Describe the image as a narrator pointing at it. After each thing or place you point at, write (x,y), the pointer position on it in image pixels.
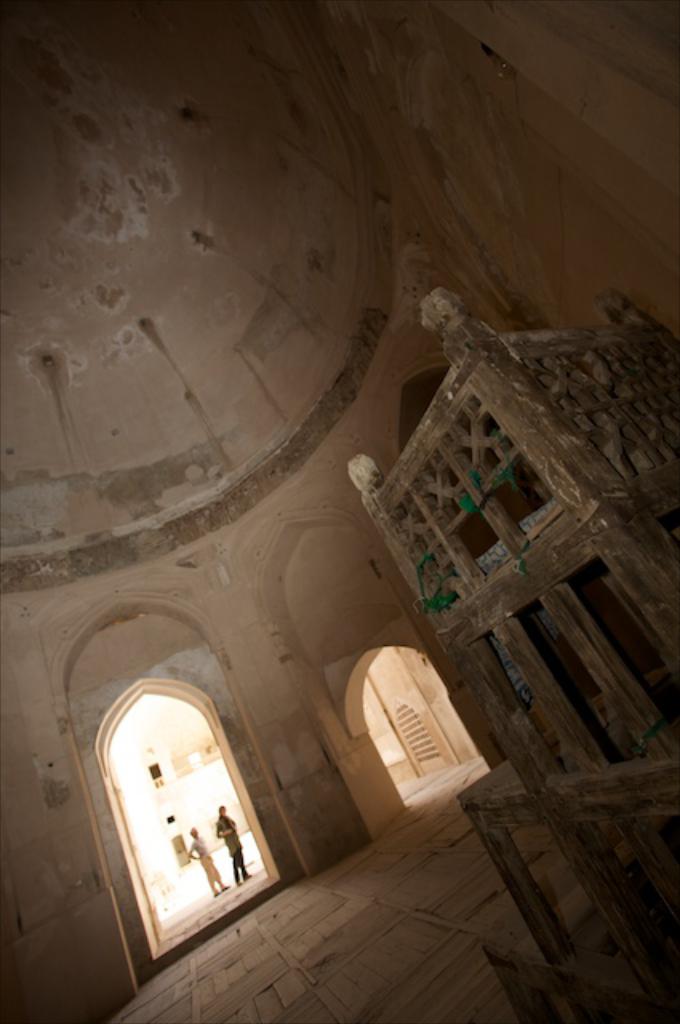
This image is clicked inside the tomb (263,364). There are two persons (223,818) near the entrance (162,782). On the right side (528,481) there is a wooden object (526,658).
